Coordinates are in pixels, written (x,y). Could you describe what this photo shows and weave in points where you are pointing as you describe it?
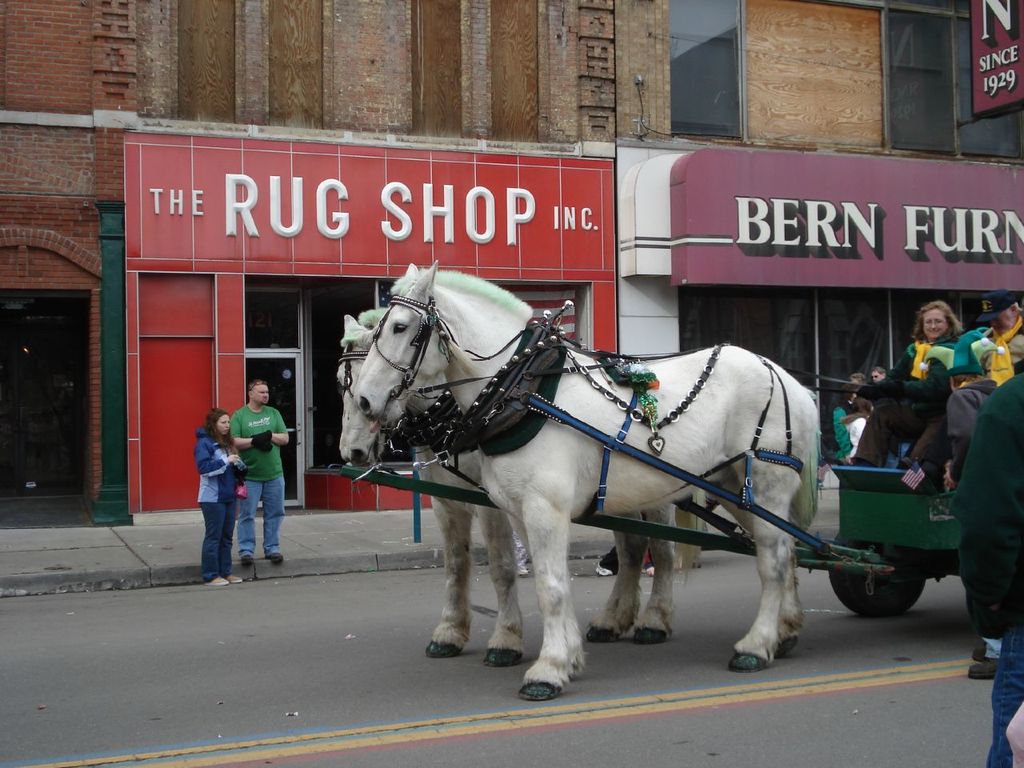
In this image on the road (366,624) few people (945,429) are riding horse cart (505,393). Beside the road (986,693) few people (232,523) are there. In the background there buildings (580,142), hoardings (525,193).
